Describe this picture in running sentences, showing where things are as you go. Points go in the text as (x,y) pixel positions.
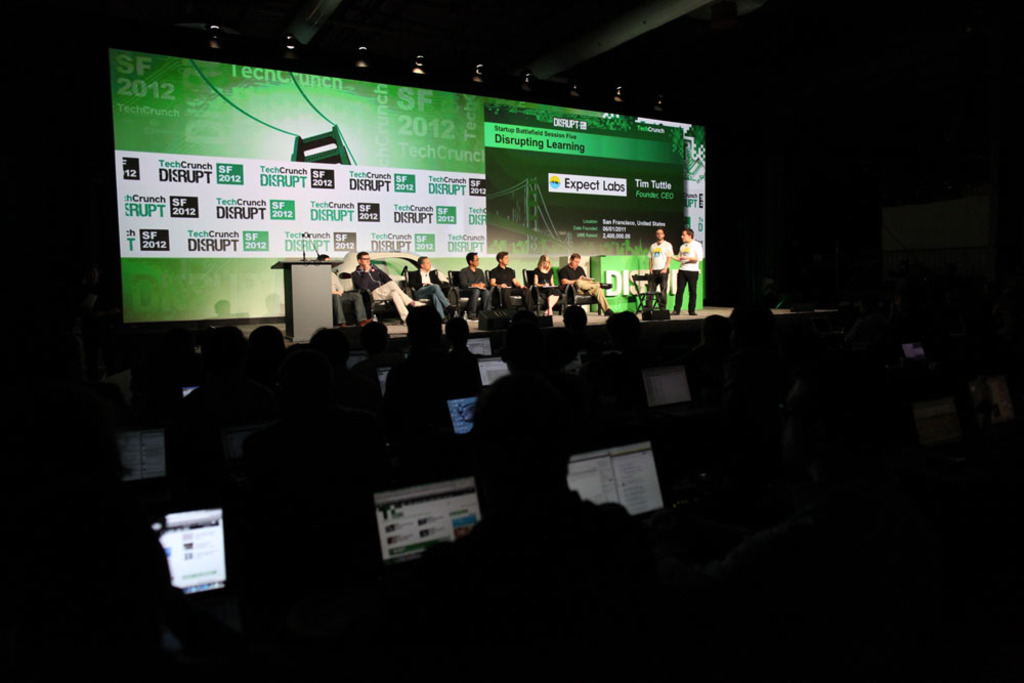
As we can see in the image there are screens (295,122), chairs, group of people (434,277) and mics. The image is little dark.
